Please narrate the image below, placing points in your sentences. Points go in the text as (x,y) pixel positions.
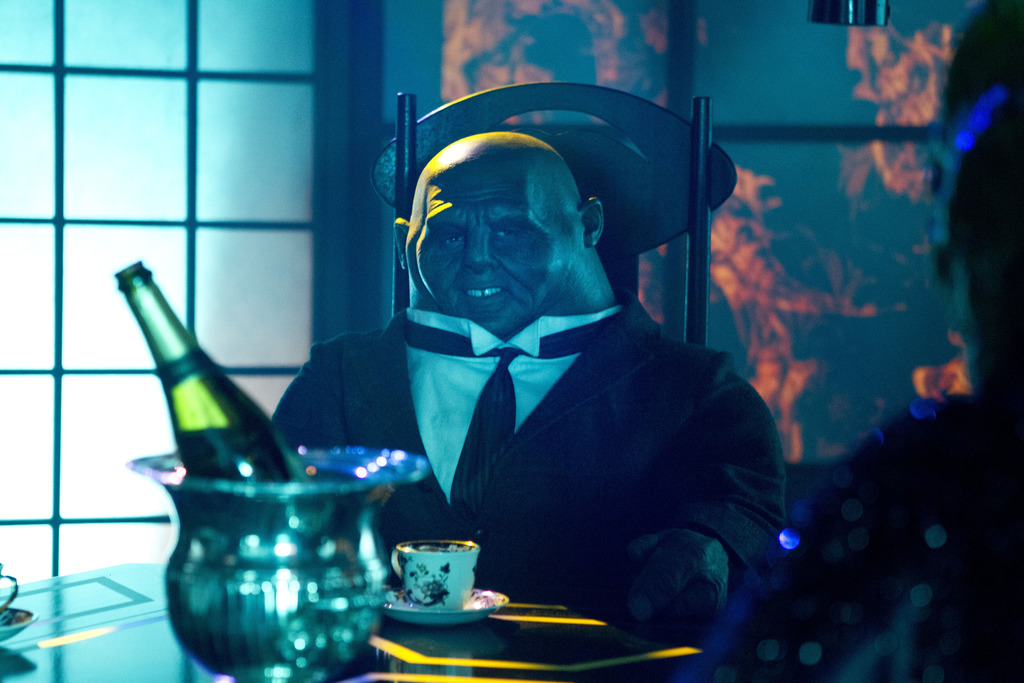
In this image i can see a person (517,347) sitting on a chair (605,183) in front of a table (170,652), On the table (41,620) i can see a wine bottle (235,401) and a cup (443,584). In the background (791,155) i can see the wall (811,118) and the window (212,127).
